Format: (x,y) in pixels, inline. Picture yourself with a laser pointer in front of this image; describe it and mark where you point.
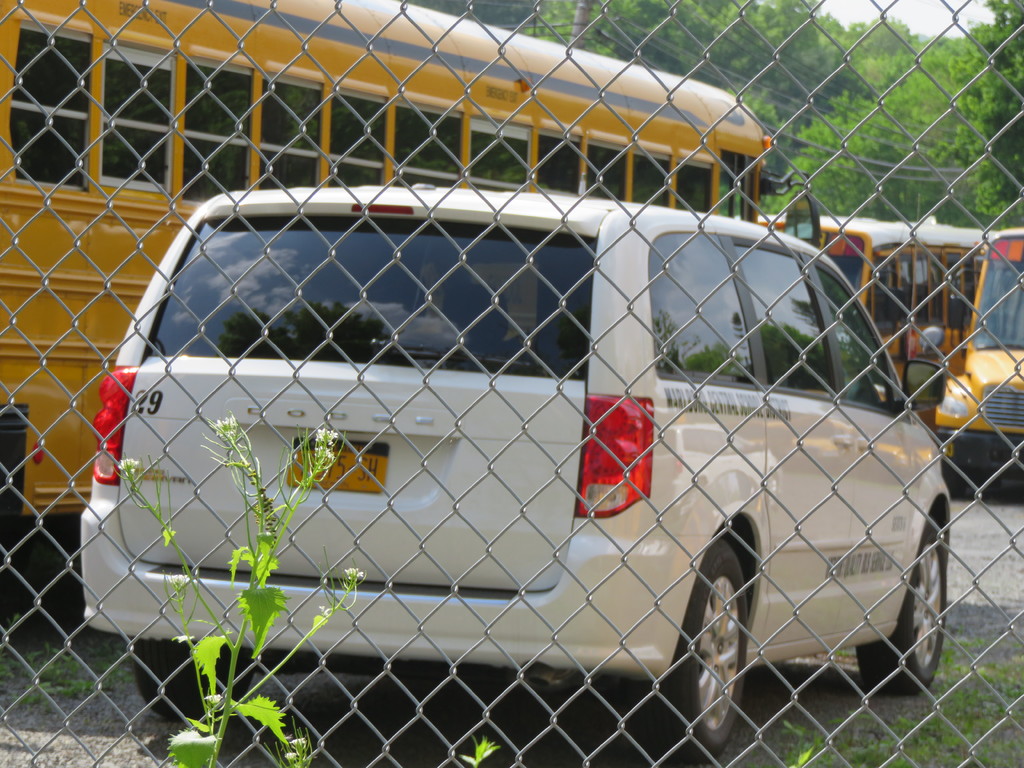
Here we can see a welded wire mesh (884,724), vehicles (802,381), plant (203,766), and grass (903,723). In the background (835,32) there are trees (796,47) and sky (841,14).
